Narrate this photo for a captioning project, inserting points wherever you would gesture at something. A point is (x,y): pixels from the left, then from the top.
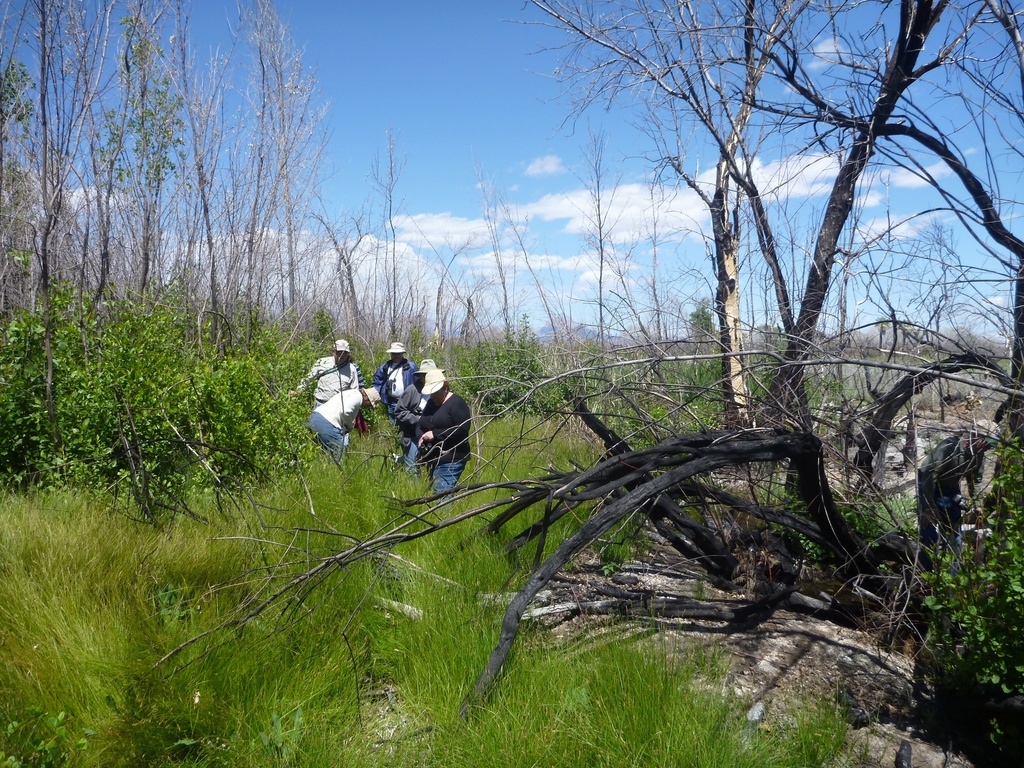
In this image in the front (399,650) there's grass (399,650) on the ground (365,582). In the center (351,402) there are persons (391,395) standing. In the background (413,351) there are trees (559,353) and the sky (516,145) is cloudy.
